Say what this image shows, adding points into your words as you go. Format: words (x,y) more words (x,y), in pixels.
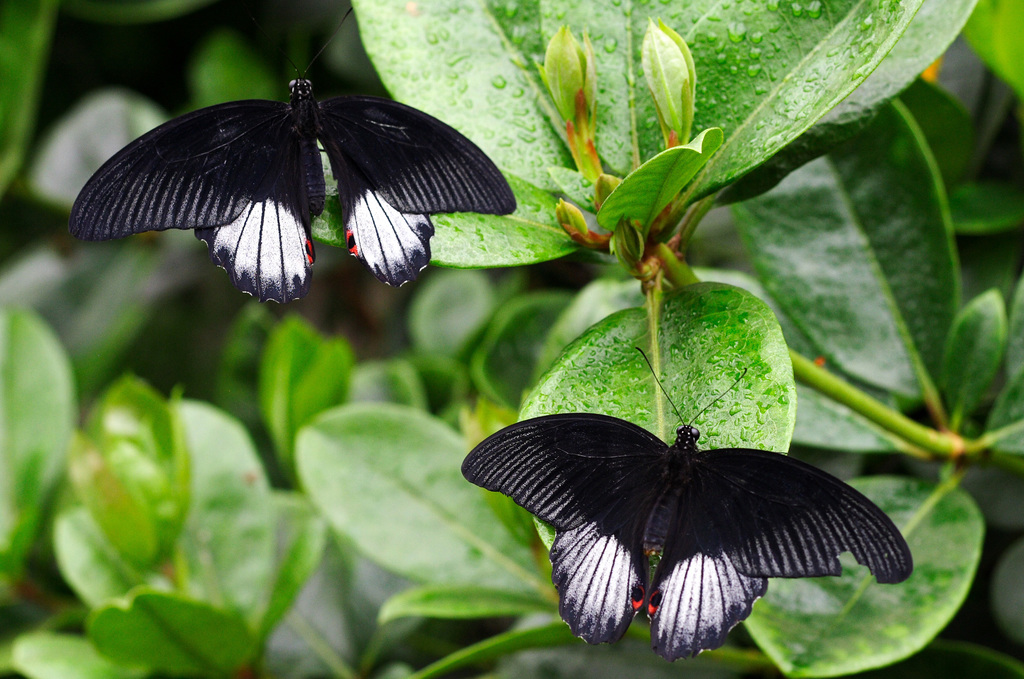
In this image we can see butterflies (434,161), leaves (767,42) and buds (573,217).
